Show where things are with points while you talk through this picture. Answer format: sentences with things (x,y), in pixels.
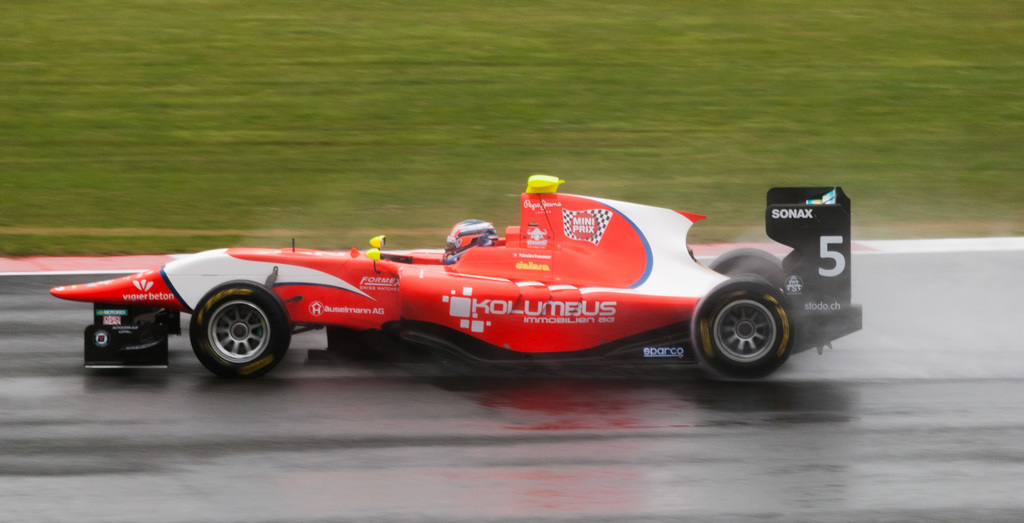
In the image we can see there is a racing car (582,310) moving on the road (518,413) and a person (471,243) is sitting in it and wearing helmet (467,225). Behind there is a ground (472,123) covered with grass (424,13).
